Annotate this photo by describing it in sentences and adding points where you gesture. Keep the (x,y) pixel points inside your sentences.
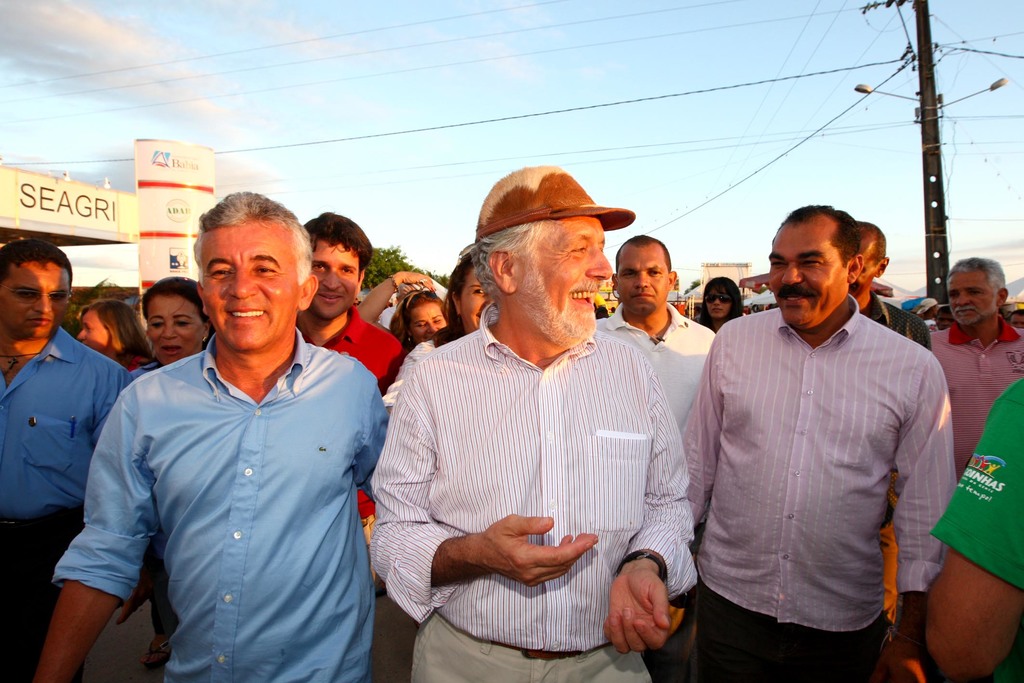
This image is taken outdoors. At the top of the image (289,116) there is a sky (535,112) with clouds (1010,250). In the background (388,264) there are a few buildings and trees (376,267) and a pole (925,47) with a few wires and street lights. On the left side of the image (161,209) there are a few boards (126,197) with text (66,194) on them. In the middle of the image (538,265) many people (612,513) are walking on the road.
